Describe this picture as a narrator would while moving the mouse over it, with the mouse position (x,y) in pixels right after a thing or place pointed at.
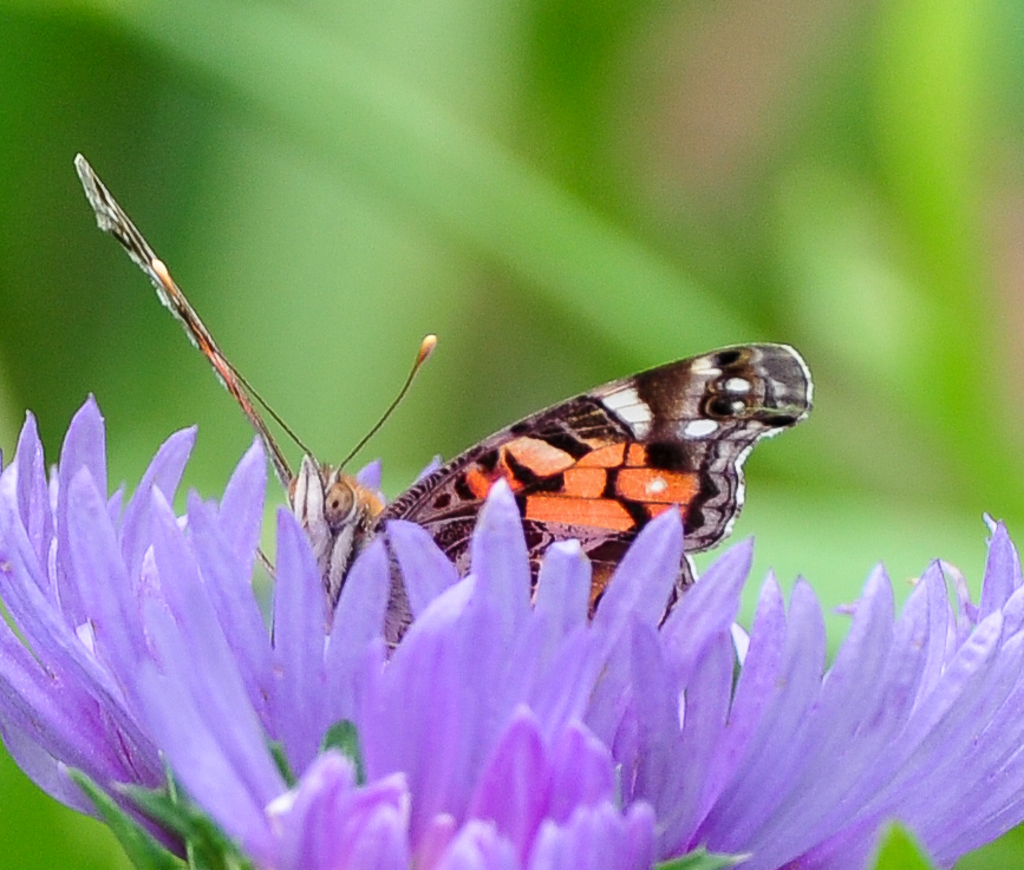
In this picture we can see a butterfly (189,320) on a flower (505,839) and in the background (487,320) it is blurry.
